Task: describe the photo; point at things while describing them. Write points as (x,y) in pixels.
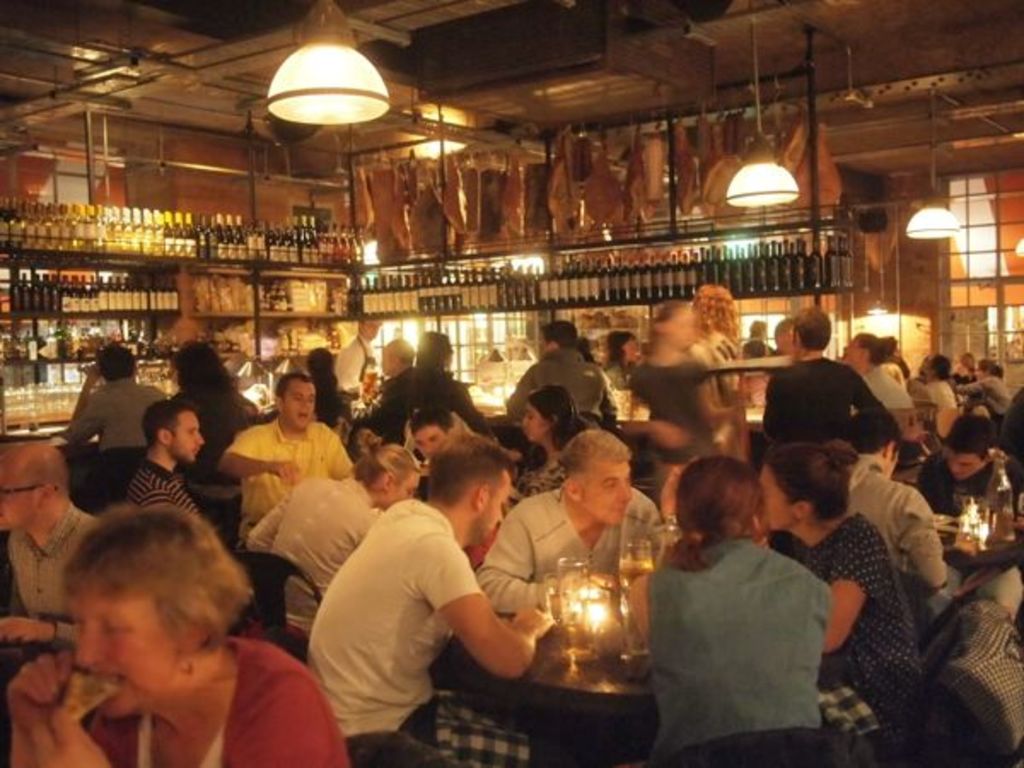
In the picture I can see these people (153,497) are sitting on the chairs (857,736) near the table (556,687) where glasses (584,572), candles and few more objects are placed on the table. In the background (84,417), we can see a few people (344,372) are standing, we can see many bottles (743,269) are kept on the shelves (795,293) and we can see the ceiling lights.
